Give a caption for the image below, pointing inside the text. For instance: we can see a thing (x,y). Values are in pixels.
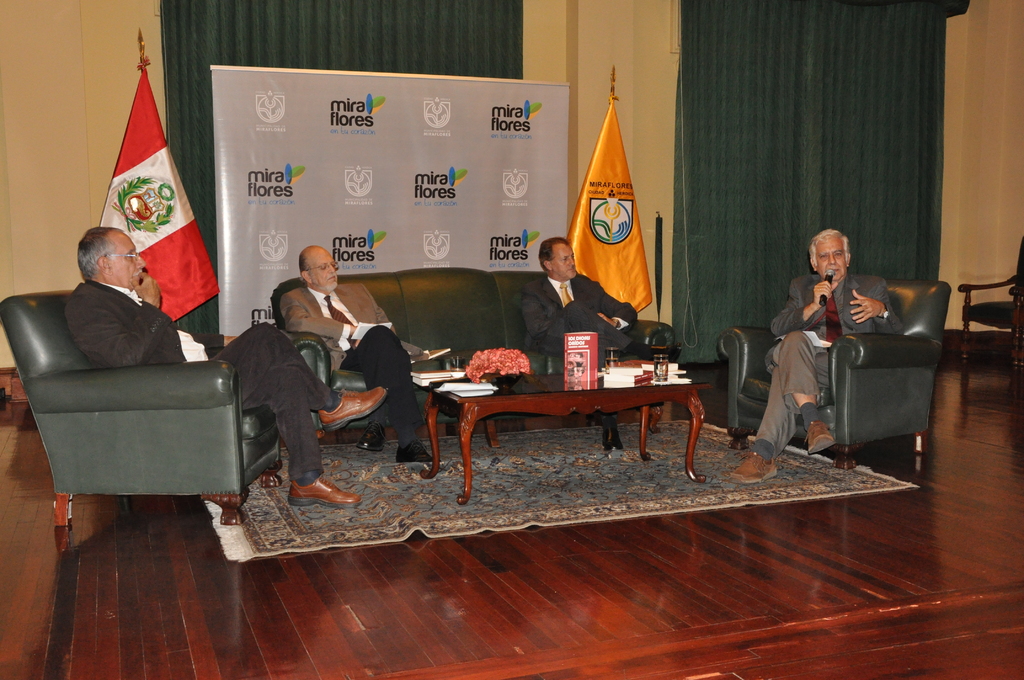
In this picture we can see four men (184,358) are sitting, there is a table (570,394) in front of them, we can see some books (573,358) and a glass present on the table (580,409), in the background (693,339) we can see flags (602,213), a banner (475,190), curtains (212,188) and a wall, we can see logos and some text (524,122) present on the banner (368,151), a man (792,301) on the right side (798,301) is holding a mike (823,301), we can also see a chair (1014,311) on the right side (1000,319).
